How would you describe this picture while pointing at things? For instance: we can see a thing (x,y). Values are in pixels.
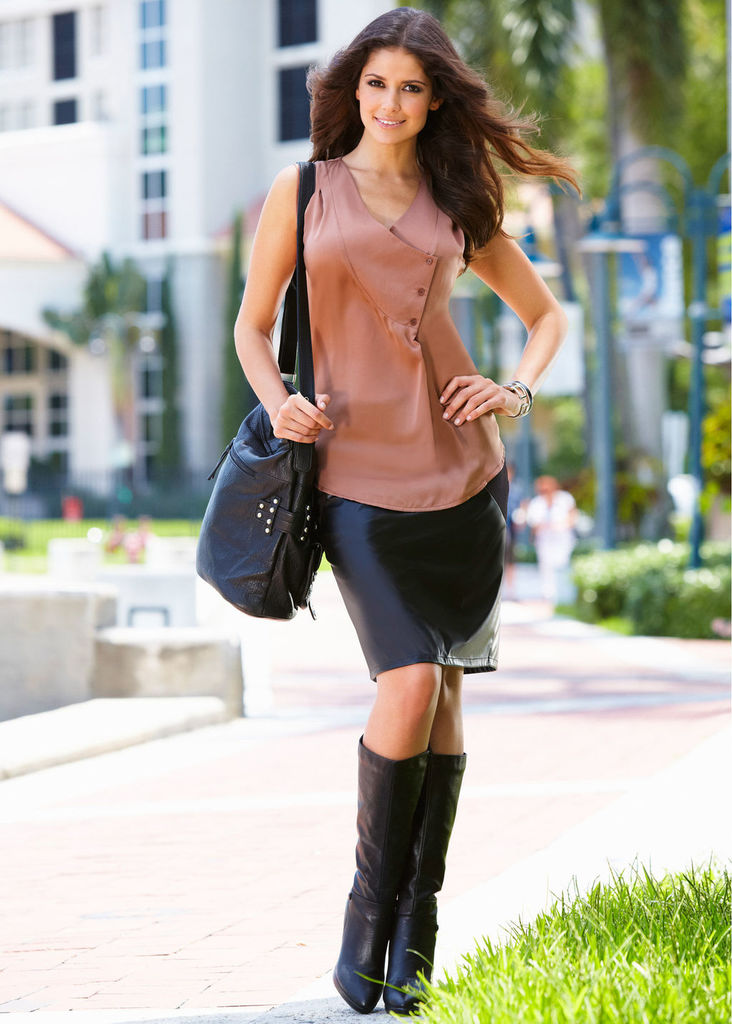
In this image in the foreground (513,153) there is a woman (317,203) standing and wearing black bag (301,189), at the bottom right hand corner (625,986) we can see grass (647,880), background (51,355) is buildings (52,402) and trees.
